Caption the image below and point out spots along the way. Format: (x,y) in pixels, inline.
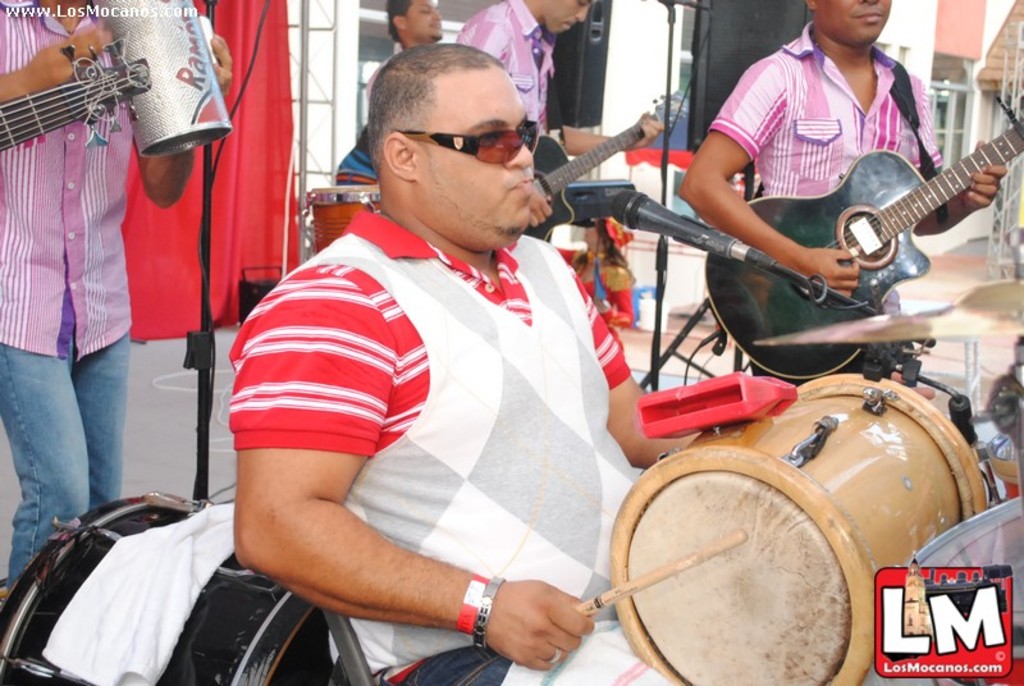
In this image, In the middle (515,449) there is a man (577,481) sitting and holding a music drum (842,521) which is in yellow color he is holding a stick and he is playing a music drum (695,591), In the background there are some people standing and they are holding the music instruments (784,350), There is a man (386,565) singing in the microphone (668,229) which is in black color.
